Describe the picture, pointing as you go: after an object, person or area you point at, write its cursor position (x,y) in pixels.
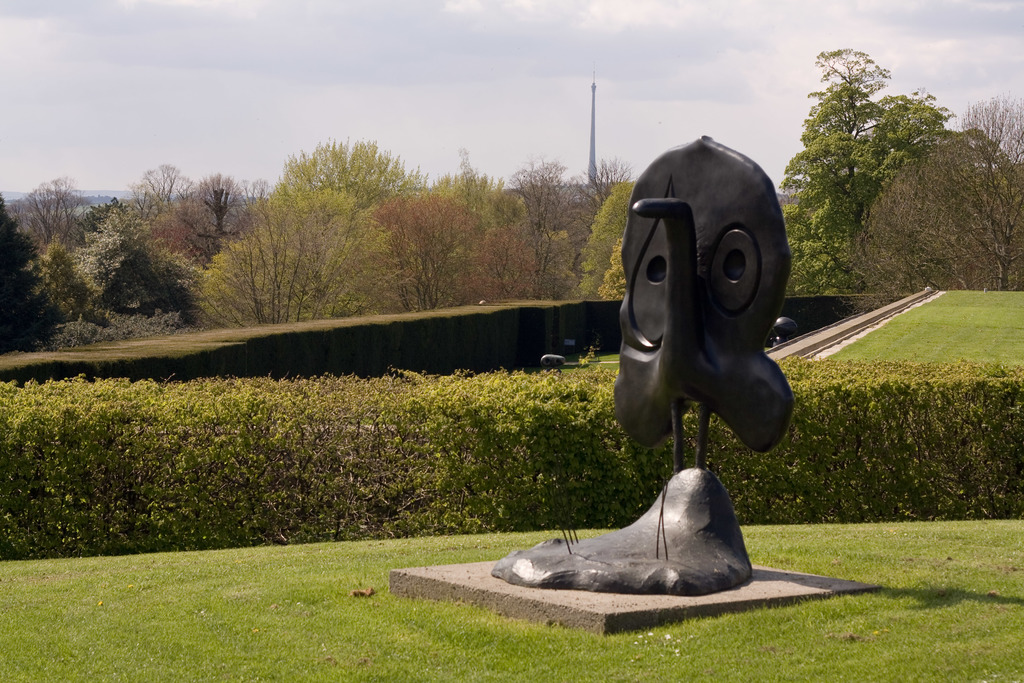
In this picture we can see a statue (646,190) on the grass (586,598) and behind the statue (683,259) there is the hedge (210,397), trees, poles (593,148) and the sky (779,96). On the path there are some objects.
